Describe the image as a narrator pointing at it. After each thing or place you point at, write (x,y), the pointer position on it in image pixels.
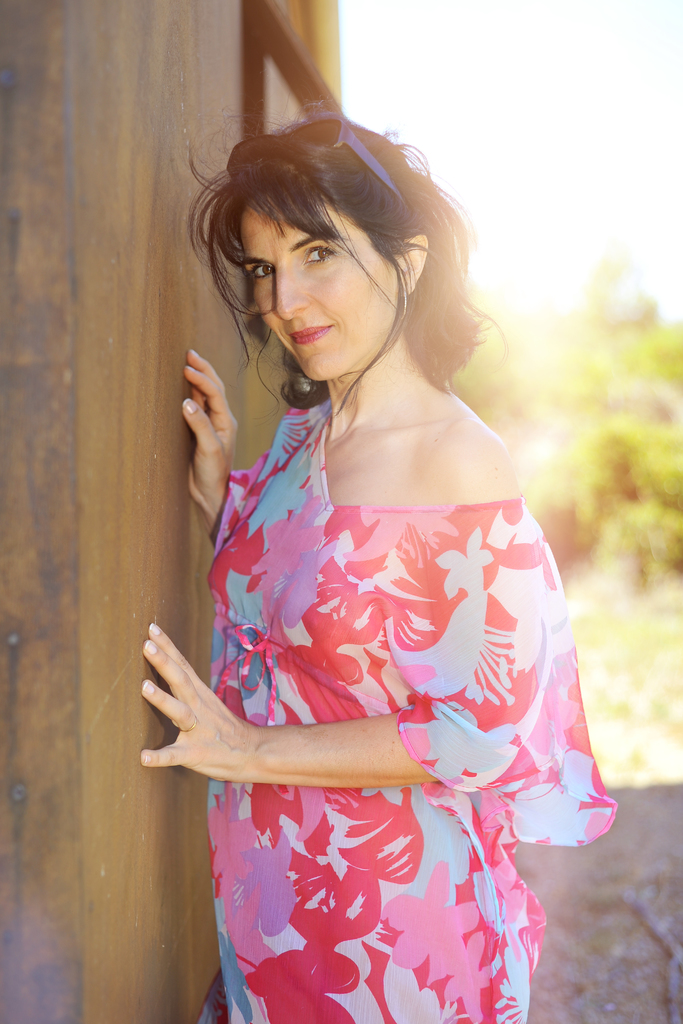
In the image there is a woman (376,739) in red dress (294,676) standing beside a wooden wall (255,357), in the back (551,409) there are trees (599,472) on the land (632,621) and above its sky (583,102).
